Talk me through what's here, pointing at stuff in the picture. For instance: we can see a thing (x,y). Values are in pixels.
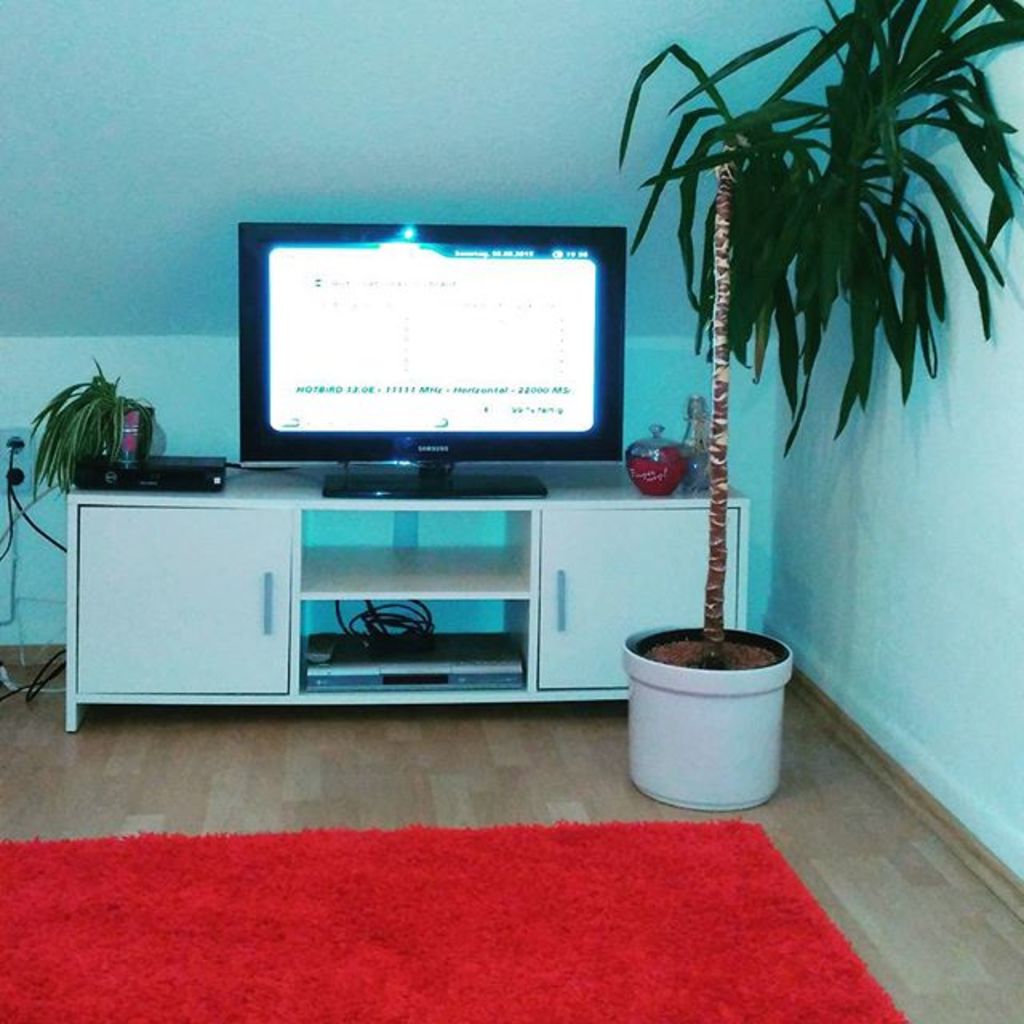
This picture is clicked inside a room (920,765). At the center of the image (353,438) there is a cupboard (189,558) and on it there is a television (406,375), a jar (652,466) and a bottle (699,472) placed on it. In the rack (499,643) of the cupboard (441,661) there is a DVD player (380,668) and remote (327,655) above it. To the left corner of the image (11,467) there is a socket (20,457) and plugs (10,473). In front of the cupboard (610,560) there is a houseplant (704,646). On the floor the red carpet (622,877). In the background (98,110) there is wall (234,112).
